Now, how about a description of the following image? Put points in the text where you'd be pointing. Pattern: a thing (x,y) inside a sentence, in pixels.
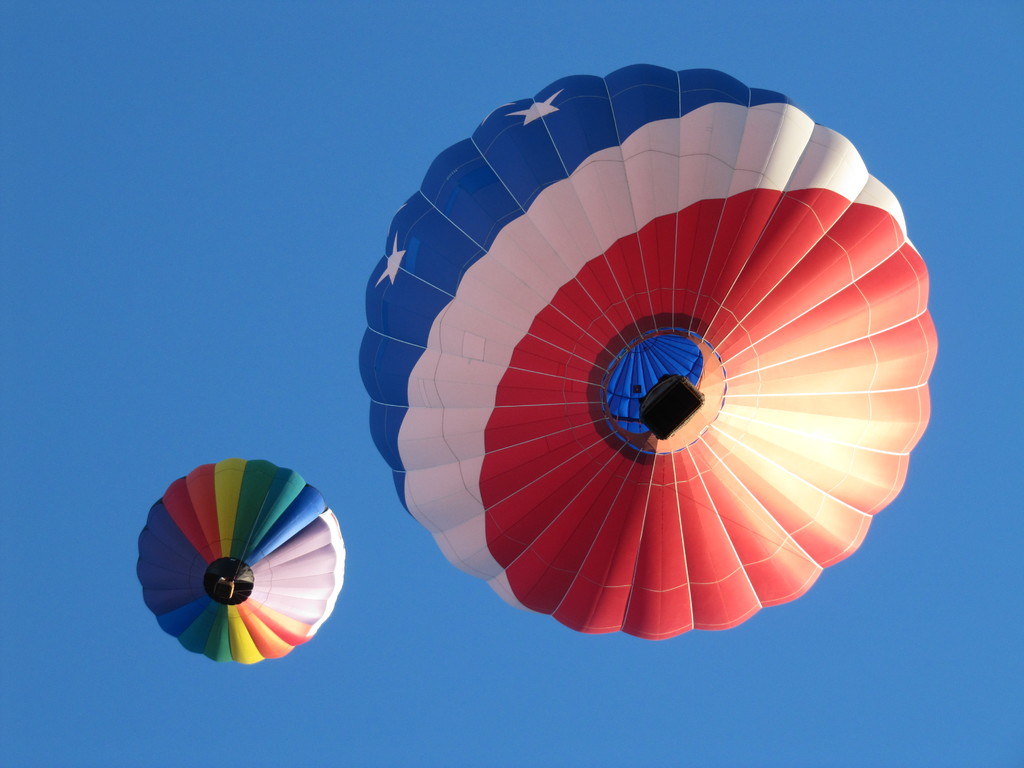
In this image we can see hot air balloons (272,526) in the sky (763,672).
